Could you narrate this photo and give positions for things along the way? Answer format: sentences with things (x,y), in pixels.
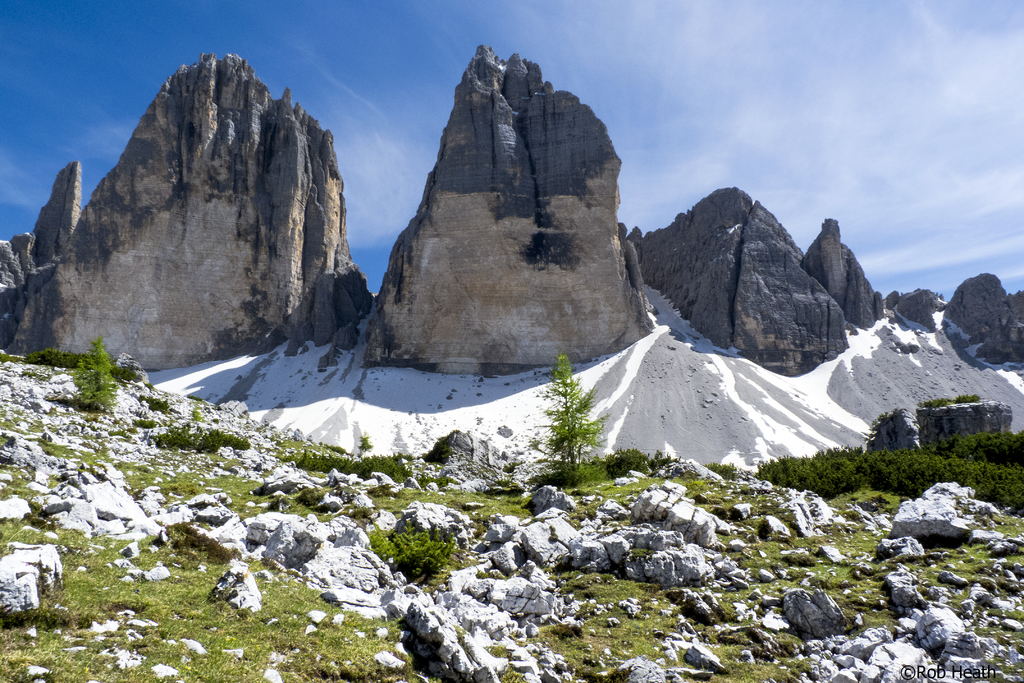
In this image we can see there are mountains (230,258) and there are rocks (218,409) on the surface of the grass (724,506). In the background (789,139) there is a sky (753,141).
